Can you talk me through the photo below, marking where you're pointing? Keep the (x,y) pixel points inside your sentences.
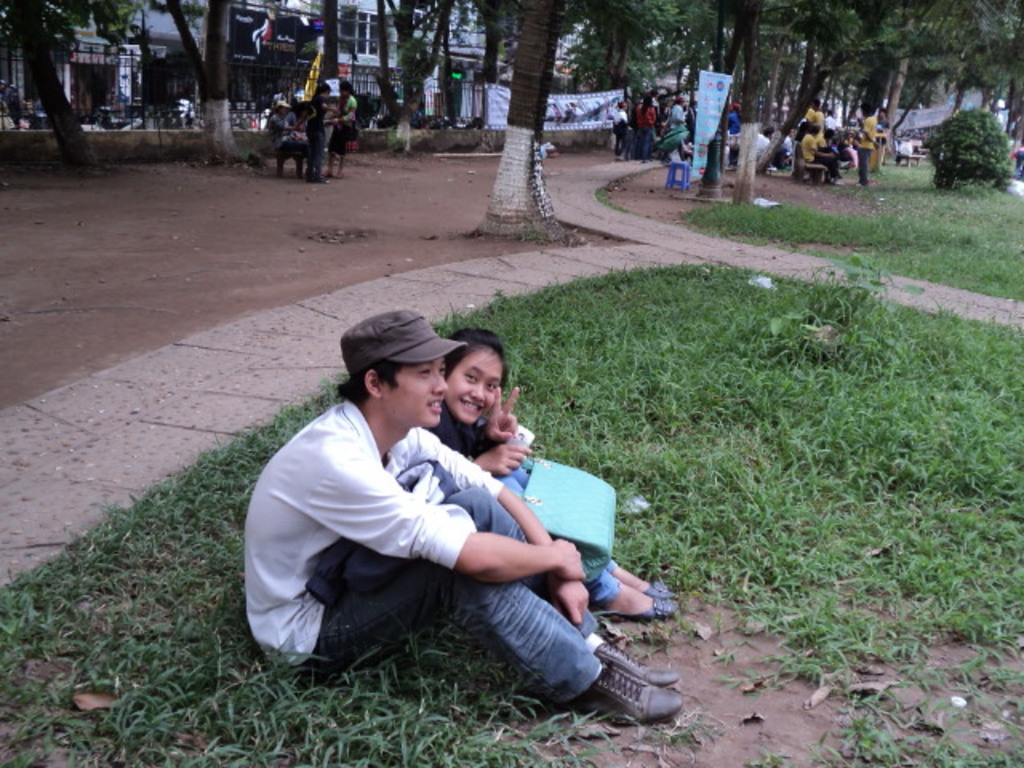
As we can see in the image there are few people (810,135), benches (807,169), grass (835,374), plants (971,169), banners (585,113), trees (523,126) and buildings (120,48).
